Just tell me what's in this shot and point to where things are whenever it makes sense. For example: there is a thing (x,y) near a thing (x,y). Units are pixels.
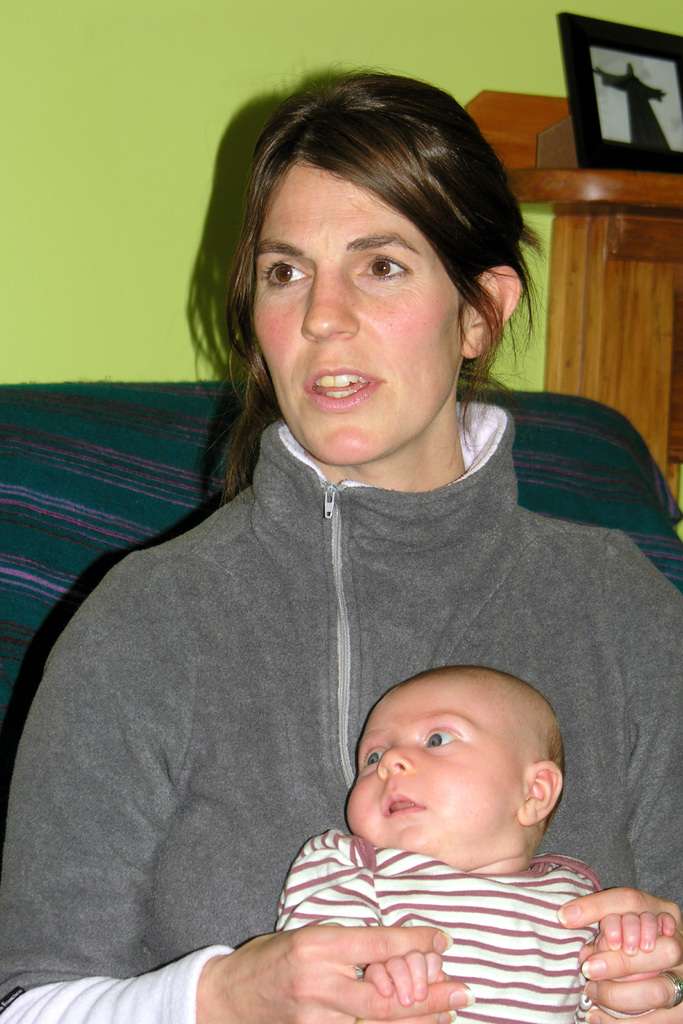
In this image we can see there is a person (329,424) sitting on the chair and holding a baby (398,752) and to the chair (89,494) there is a cloth (145,517). At the back (623,235) there is a wooden rack (586,204) attached to the wall (530,34) and there is a photo frame (646,81) on the rack (600,282).
